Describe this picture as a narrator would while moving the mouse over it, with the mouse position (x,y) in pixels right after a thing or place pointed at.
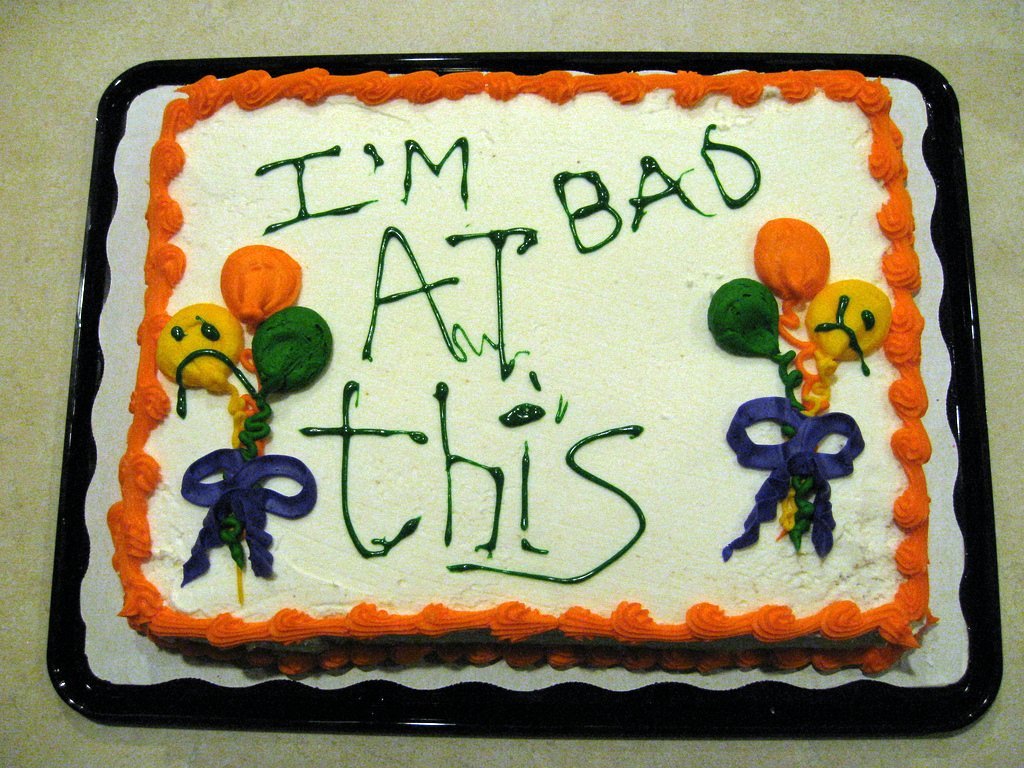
In this image there is a cake (300,214) on the plate (83,631). On the cake (298,431) there is cream (809,289) in the design of balloons (773,335).
